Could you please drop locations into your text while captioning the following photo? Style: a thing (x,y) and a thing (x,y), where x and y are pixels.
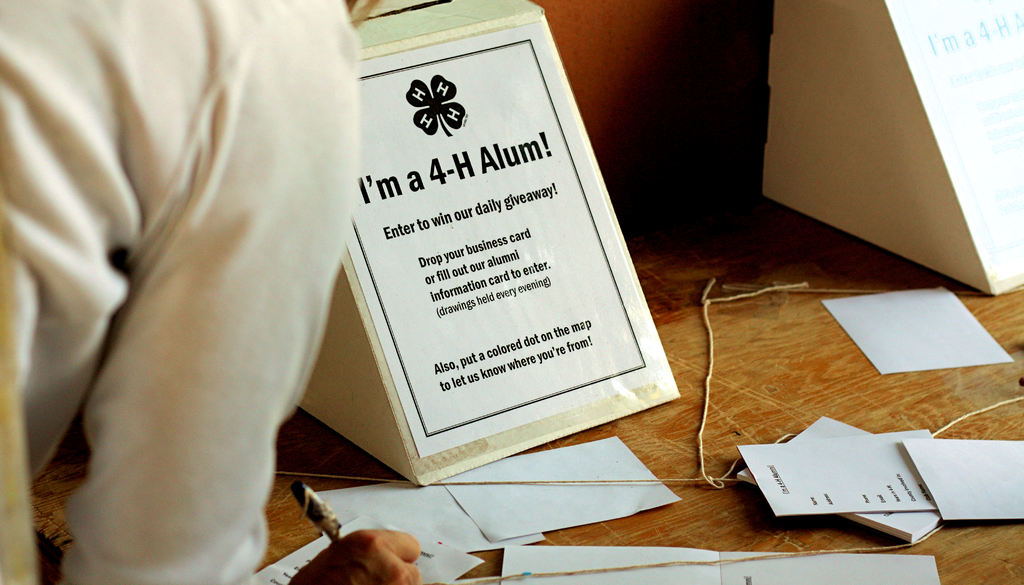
In the image there is a lucky draw box (522,299), there are many chits (462,522) kept in front of the box (626,389) and on the left side (306,317) a person (86,75) is writing something on the chit (314,554).
